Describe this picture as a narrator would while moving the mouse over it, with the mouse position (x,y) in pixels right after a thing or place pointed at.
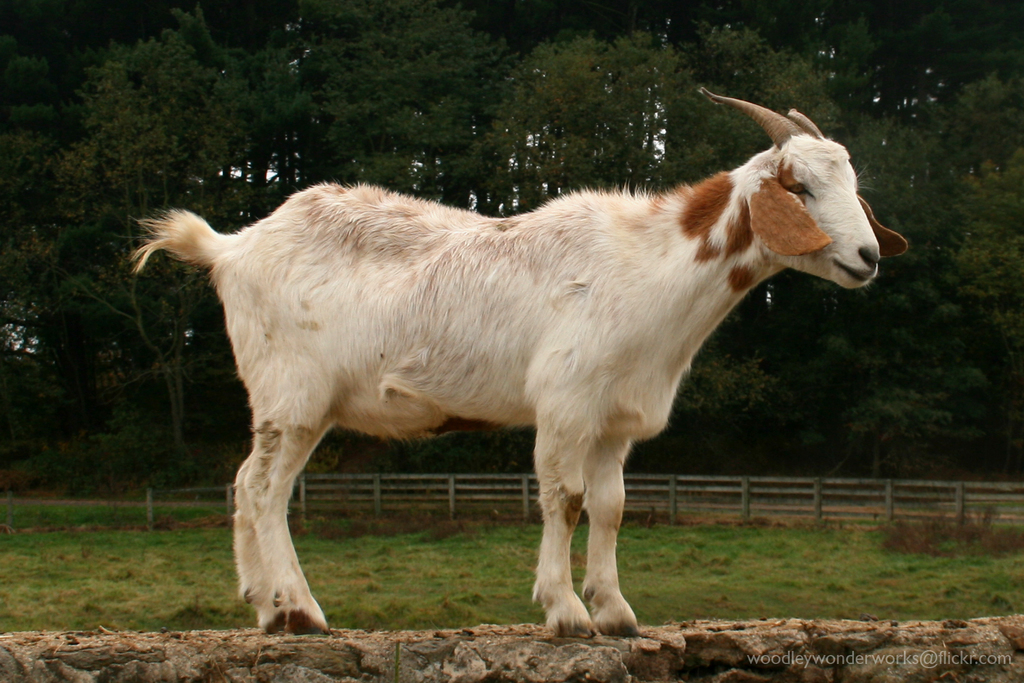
In the picture there is a goat (597,379) standing on a stone wall (377,675), beside the goat (238,554) there is grass (387,603), there are trees (456,14), there is a wooden pole fence (507,478).
